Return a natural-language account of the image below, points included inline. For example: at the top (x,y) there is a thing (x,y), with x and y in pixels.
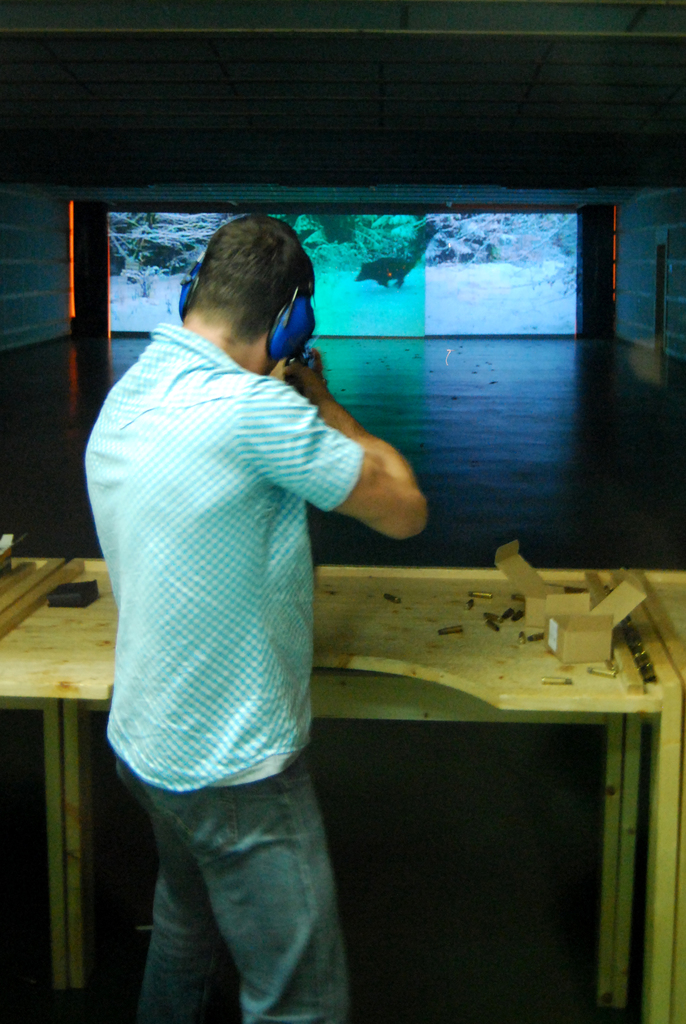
In this image there is a person (280,479) holding some object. In front of him there is a table (59,667). On top of it there are bullets (600,673) and there are a few other objects (565,635). In the background of the image (365,251) there is a screen (425,229). There are lights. There is a wall (28,244). At the bottom of the image (436,906) there is a floor (559,433).
